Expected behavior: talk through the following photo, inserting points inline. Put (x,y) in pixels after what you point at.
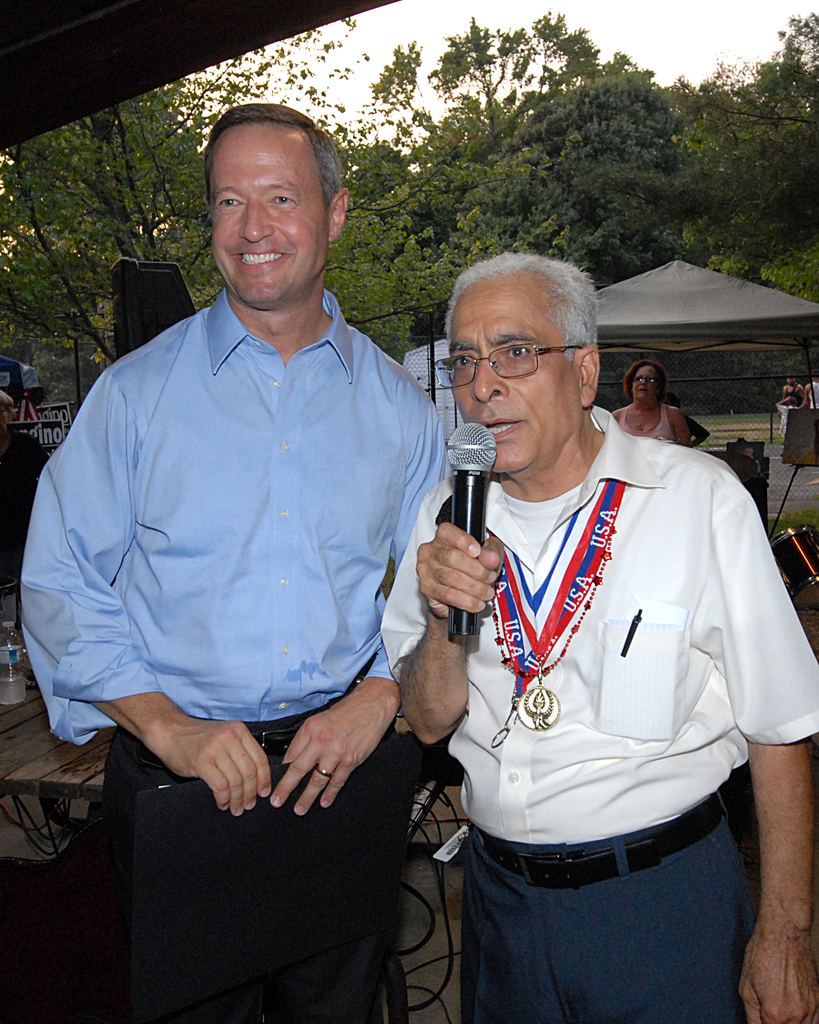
In this image there are two persons (273,601) who are standing. On the left side (226,726) there is one person (282,513) who is standing is wearing a blue shirt (236,479) and he is smiling. On the right side (587,790) there is one person (608,629) who is wearing white shirt (618,627) and he is holding a mike (471,498) and it seems that he is talking and he is wearing spectacles (534,347). On the top of the image (530,113) there are some plants (639,82) and sky (667,32) and on the middle of the right side of the image (678,312) there is one tent (717,317) and beside that tent (706,335) one woman (661,406) is there and on the left side (92,219) there are some trees (114,201).
